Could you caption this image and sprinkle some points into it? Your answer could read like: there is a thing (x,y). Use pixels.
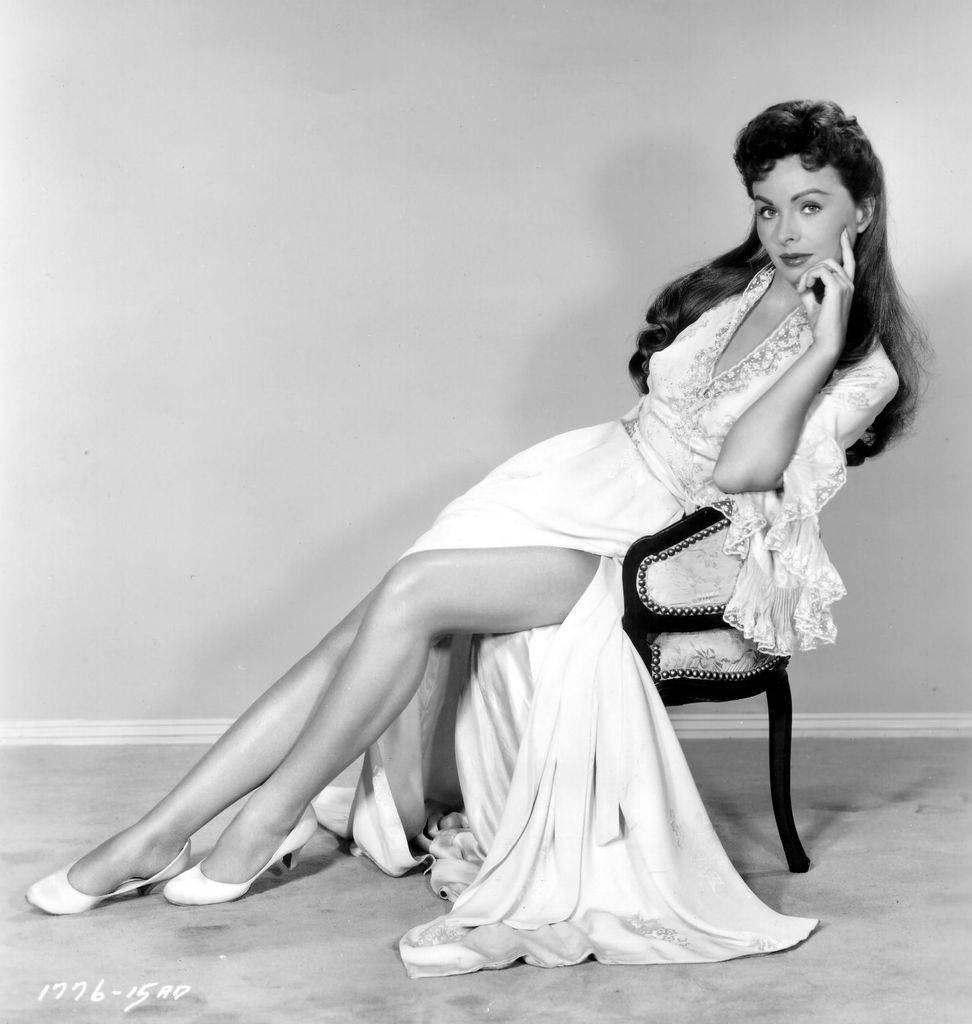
This picture is in black and white. In the picture, there is a woman (675,492) sitting on the chair (705,624). She is wearing a long frock (680,500).
